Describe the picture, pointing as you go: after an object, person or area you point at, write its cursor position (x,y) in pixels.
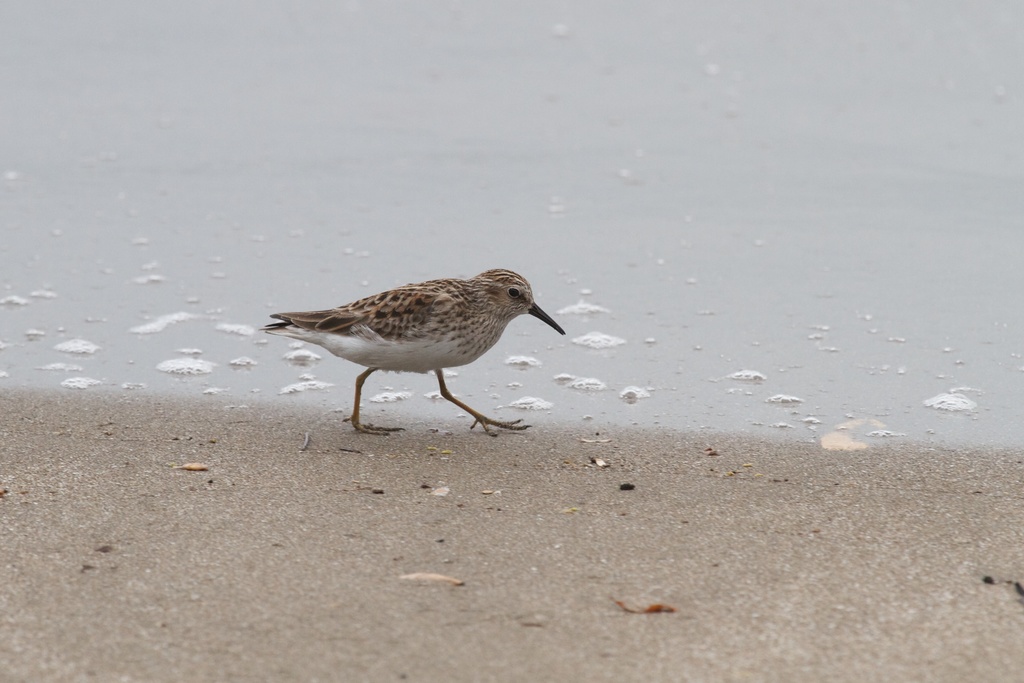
A bird (376,326) is walking. There is water (273,255) at the back (176,269).
